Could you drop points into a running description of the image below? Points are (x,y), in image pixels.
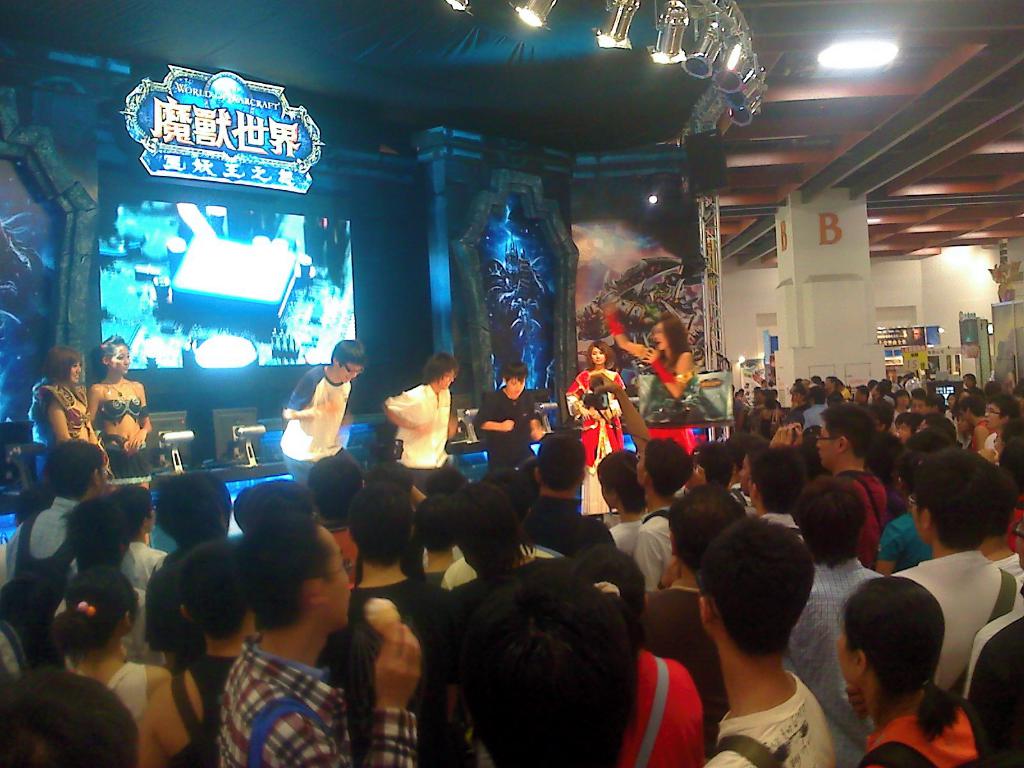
In this image we can see a group of people (433,372) standing on the stage (383,407). In that a woman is holding a mic (643,366). We can also see the display screen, a signboard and some lights (745,79) to a roof (495,75). On the bottom of the image (703,565) we can see a group of people (571,630) standing. In that some are holding the cameras (594,393) and mobile phones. We can also see a man (391,678) holding an ice cream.
